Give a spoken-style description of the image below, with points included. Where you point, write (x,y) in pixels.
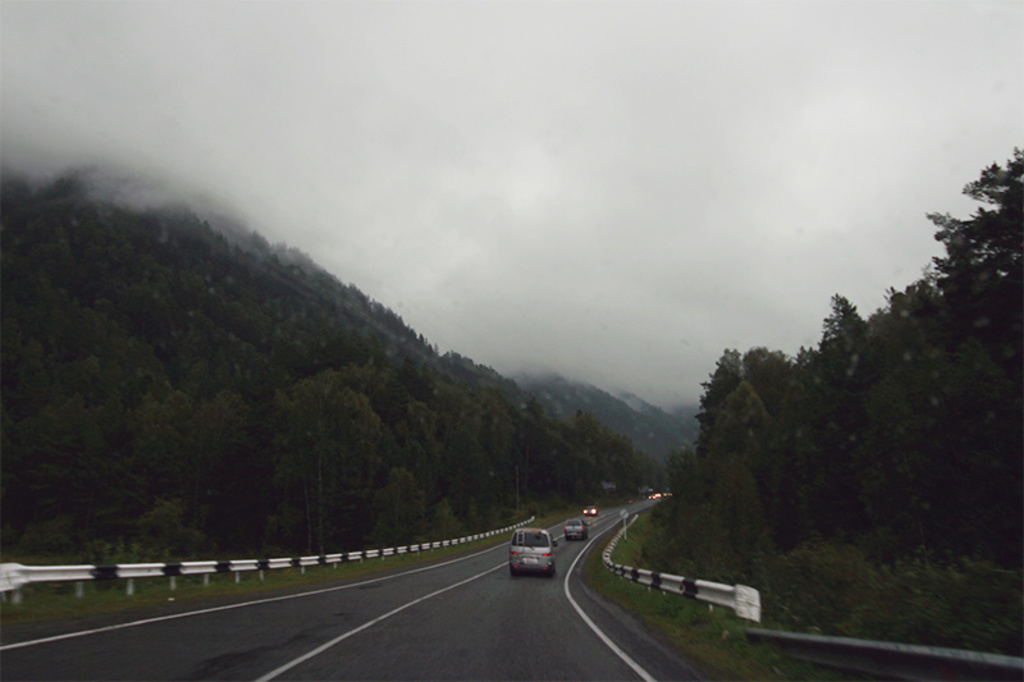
This image is clicked on the road (20,659). At the bottom (393,640), there is a road (444,586). On the left (143,504) and right, there are trees (474,517) and fencing (483,533). At the top (523,183), there is sky (673,293) along with the fog (544,325).
